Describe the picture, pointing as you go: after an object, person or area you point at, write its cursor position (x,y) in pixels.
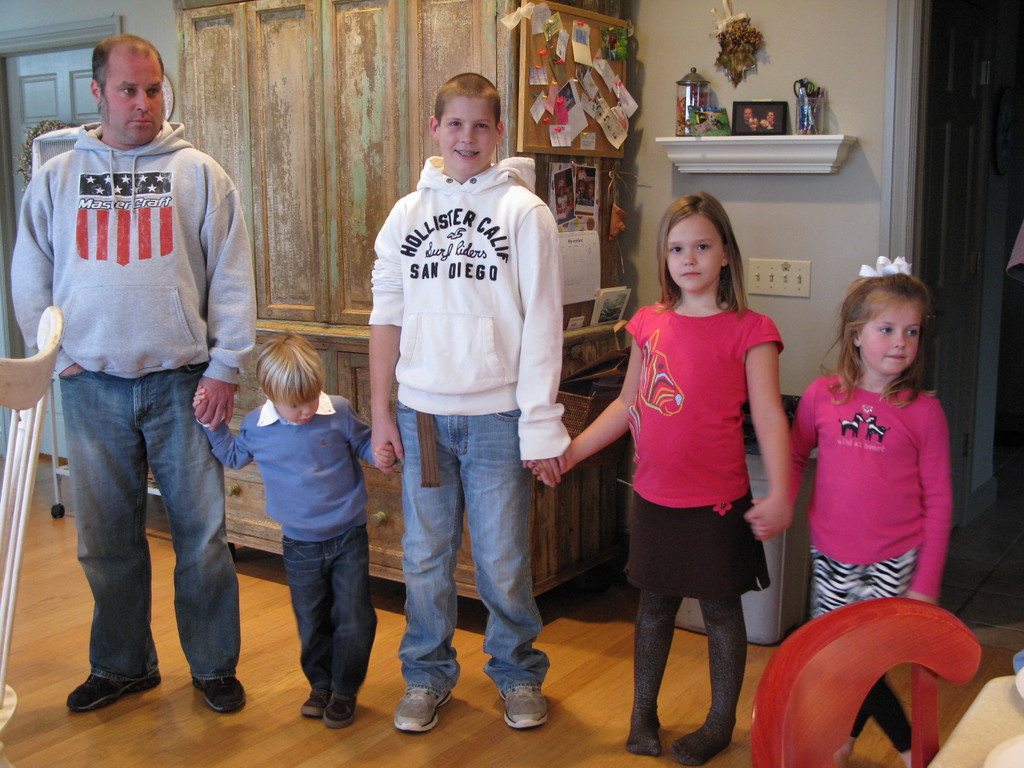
In this picture we can see some persons (798,482) standing on the floor (558,758). On the background (437,28) there is a cupboard (393,128). This is floor (123,718). And there is a wall (844,223).
